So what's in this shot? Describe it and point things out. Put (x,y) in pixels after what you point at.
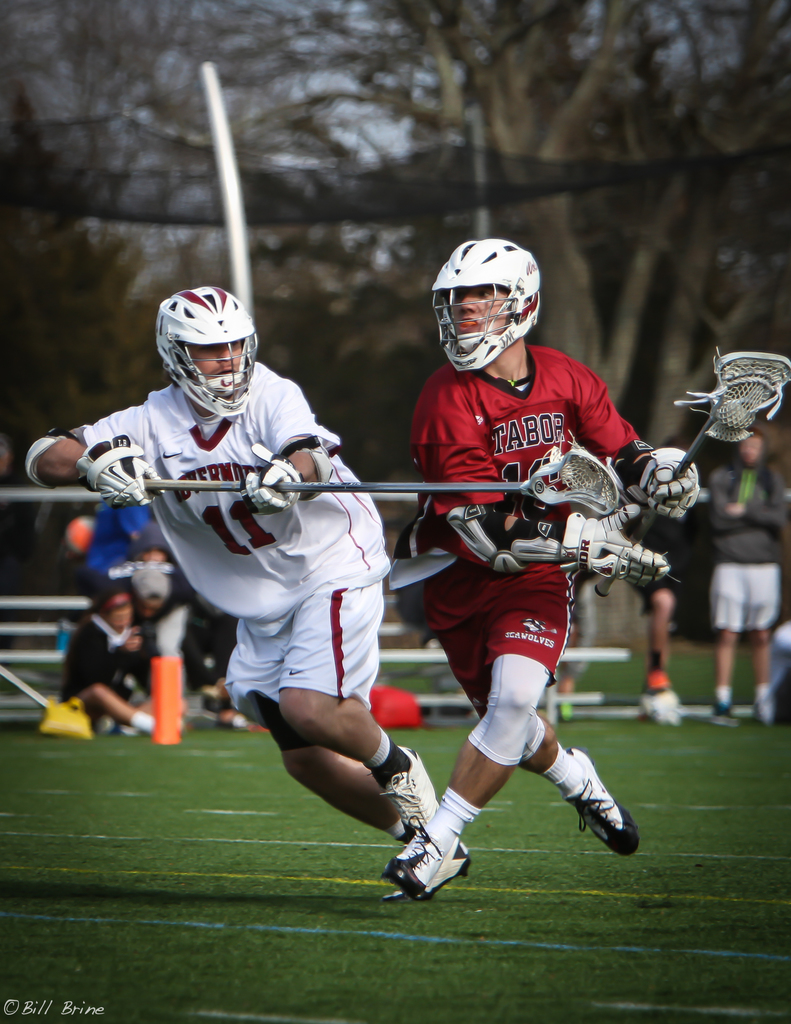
Here in this picture, in the front (161,417) we can see two persons (481,631) running in the ground (428,681) and playing field lacrosse and both of them are wearing gloves (579,541) and helmet (495,344) and holding a stick (588,506) in their hands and we can see the ground (75,841) is fully covered with grass (429,917) and we can see number of other people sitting and standing on the ground (748,653) and we can see plants (127,254) and trees (137,256) in blurry manner.
